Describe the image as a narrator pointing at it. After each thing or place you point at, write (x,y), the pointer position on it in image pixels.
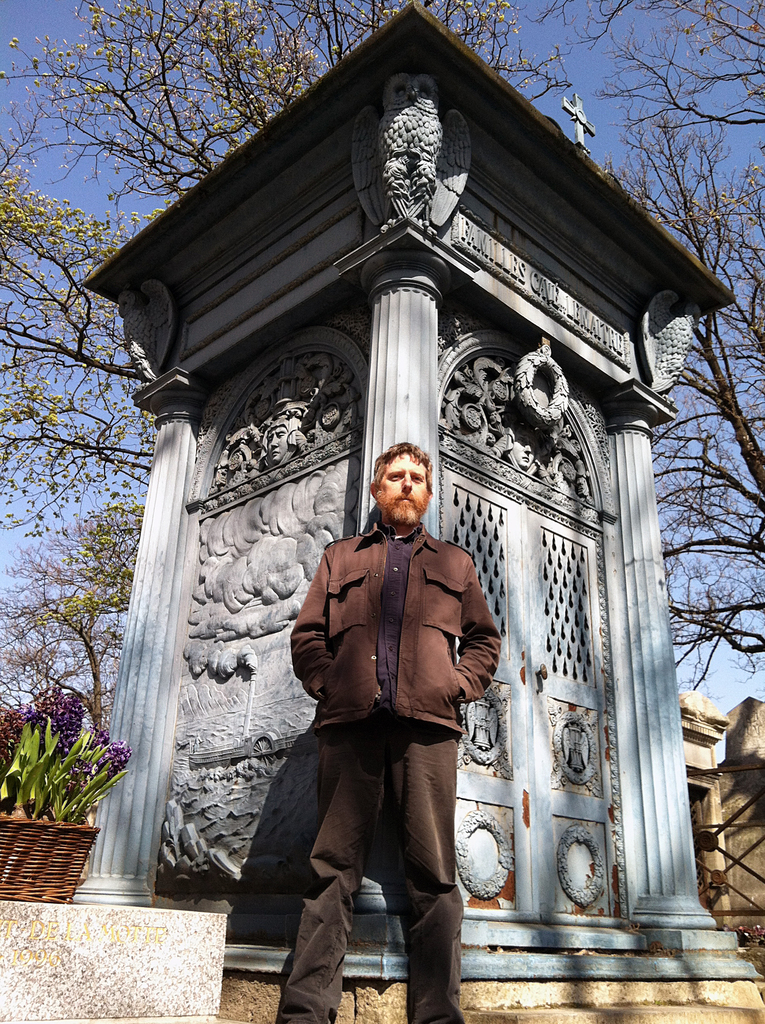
In this image in front there is a person (353,836). Behind him there is a concrete structure (482,225) with a cross symbol (569,107) on it. Beside him there are plants (76,739). In the background of the image (175,184) there are trees (206,72) and sky (43,154).
